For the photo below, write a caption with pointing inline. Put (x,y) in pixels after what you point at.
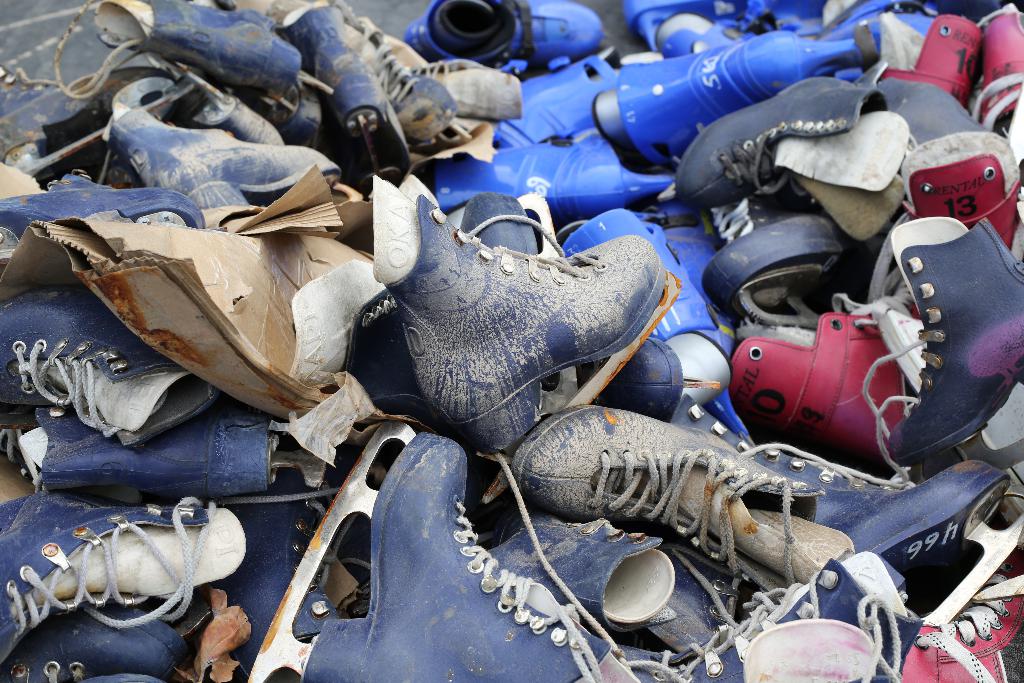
In this image there are some different colors of shoes (424,264) kept on the floor (70,70) as we can see on the middle of this image (573,291).
